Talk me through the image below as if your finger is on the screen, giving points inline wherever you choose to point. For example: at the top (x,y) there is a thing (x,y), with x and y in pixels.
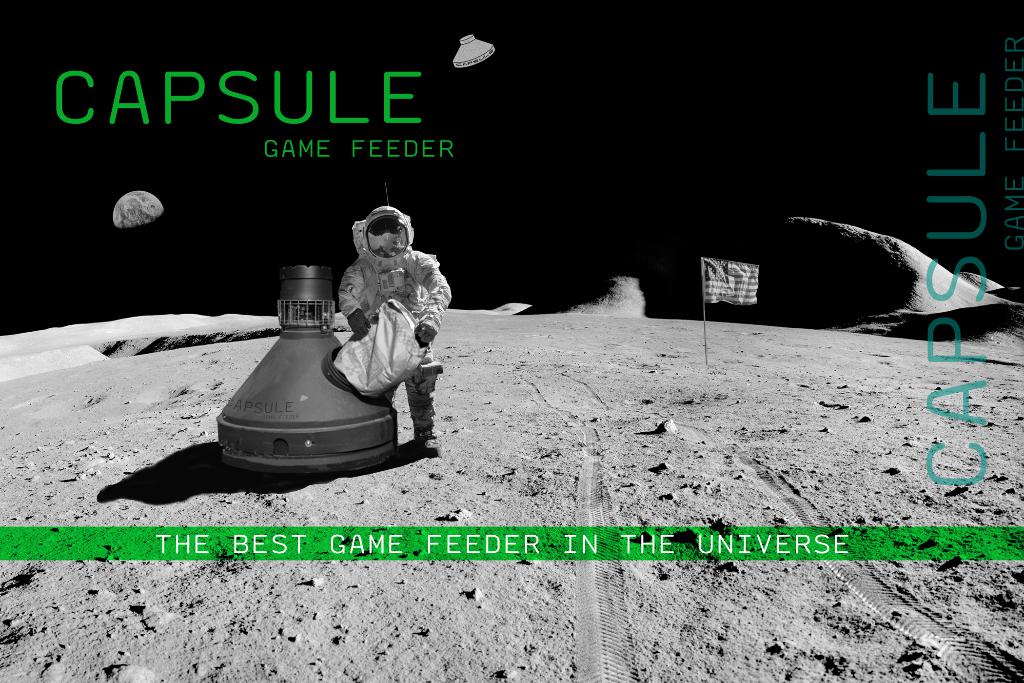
In this image, in the middle (409,282) there is a person (403,265). At the bottom (694,576) there is a land (697,584) and a text (678,545). In the background (154,204) there is a text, flag (729,292), sand (688,352), moon (140,200).
